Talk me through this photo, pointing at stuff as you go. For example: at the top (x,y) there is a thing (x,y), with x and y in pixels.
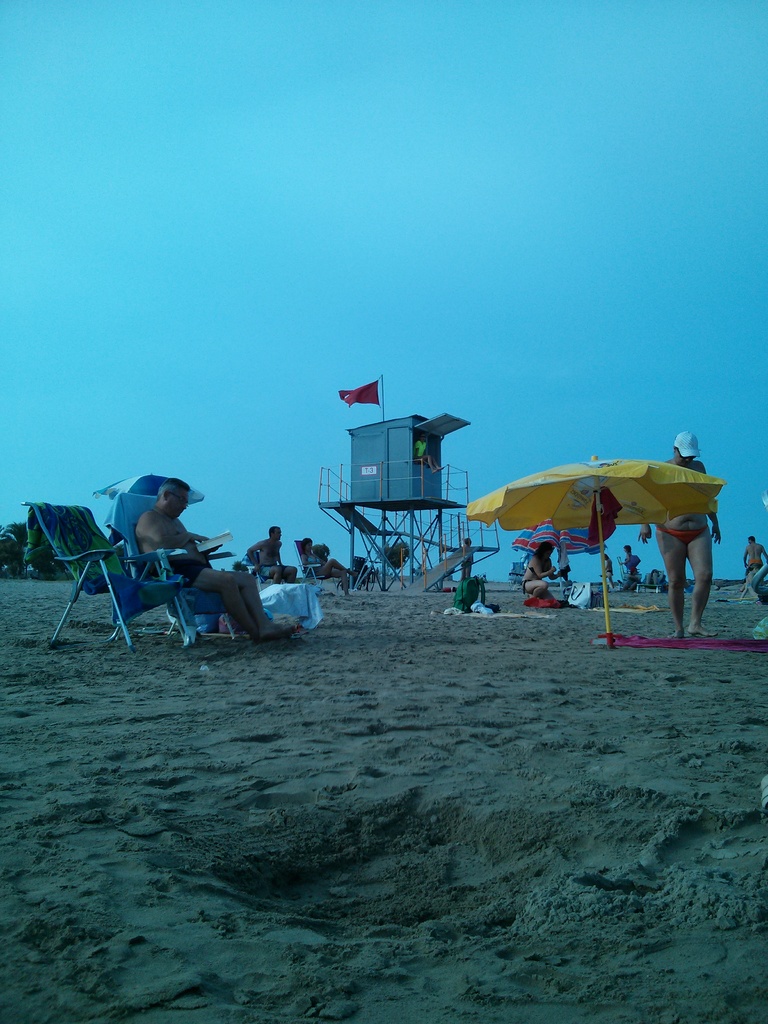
On the left side of the image (197,545) we can see people (253,635) on the chaise lounges (183,598). On the right (680,632) there are people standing and walking. There are parasols (589,525). In the background (425,545) there is a cabin (392,438) and we can see a flag (359,395) on it. In the background (571,343) there is sky (333,347). At the bottom (356,906) there is sand (492,931).
